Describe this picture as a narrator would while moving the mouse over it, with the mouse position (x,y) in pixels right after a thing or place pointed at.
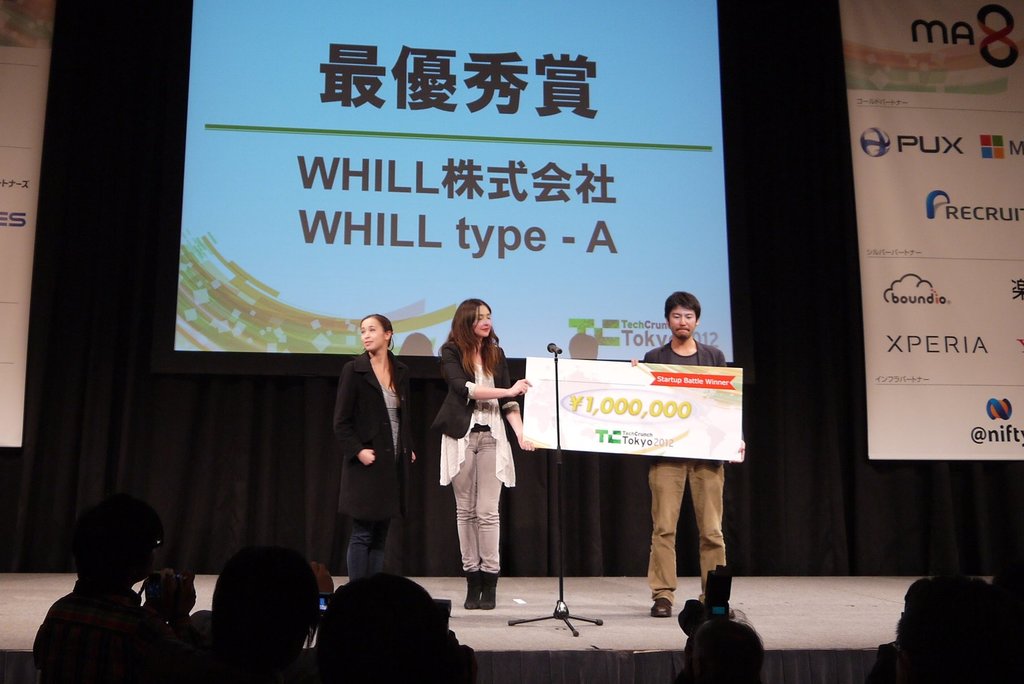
In this picture we can see two women (486,495) and a man (688,343) standing on stage (551,602), mic (552,348) and in front of them we can see some people (332,660) holding cameras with their hands (176,592) and in the background (181,317) we can see banners (900,59), screen (386,227).
